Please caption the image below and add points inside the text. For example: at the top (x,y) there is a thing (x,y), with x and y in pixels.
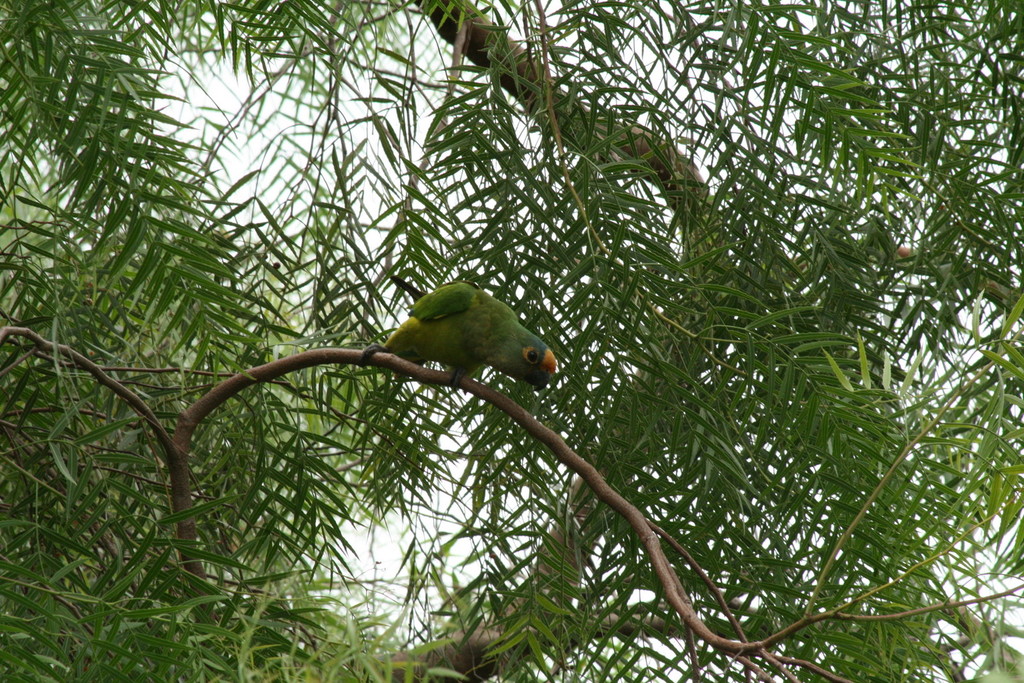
In this image I can see the bird (464,327) sitting on the branch (503,409) of the tree (410,465). The bird (408,320) is in green color. In the background (245,245) I can see trees (300,180) and the sky (232,165).
